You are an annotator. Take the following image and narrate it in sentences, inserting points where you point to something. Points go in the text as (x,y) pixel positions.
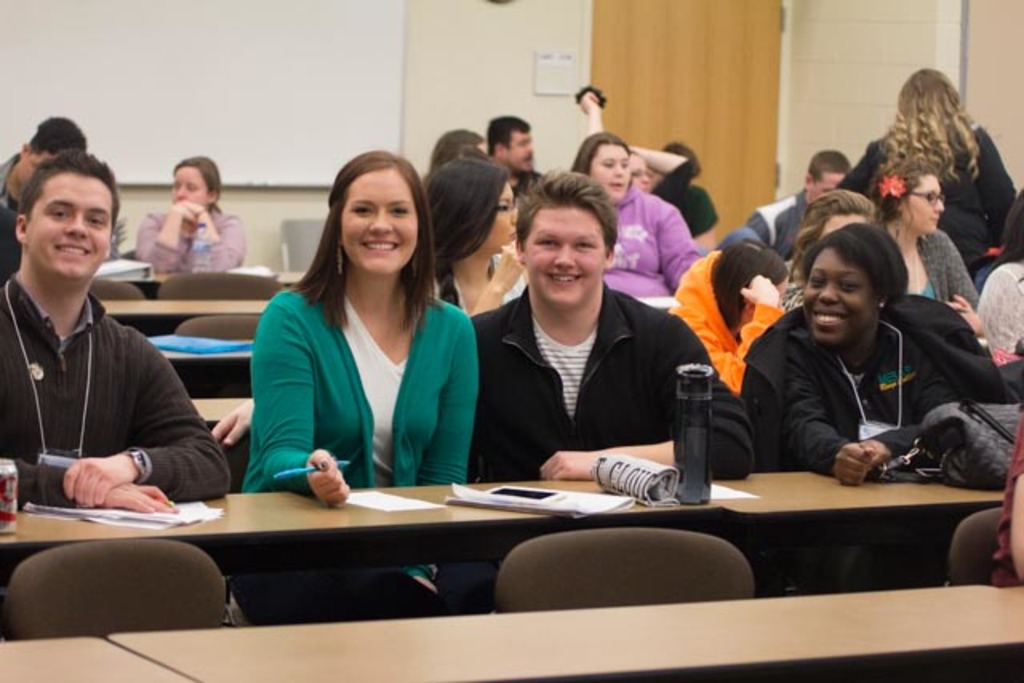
In front of the image there are a few people (552,300) sitting in chairs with a smile on their faces (577,267). In front of them on the table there are some objects (378,504), behind them there are few other people (665,208) sitting in chairs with some objects (674,301) in front of them on the table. In the background of the image (343,147) there is a screen (283,84) and switch board (549,81) on the wall (571,123). Beside the switch board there is a door (706,57).
